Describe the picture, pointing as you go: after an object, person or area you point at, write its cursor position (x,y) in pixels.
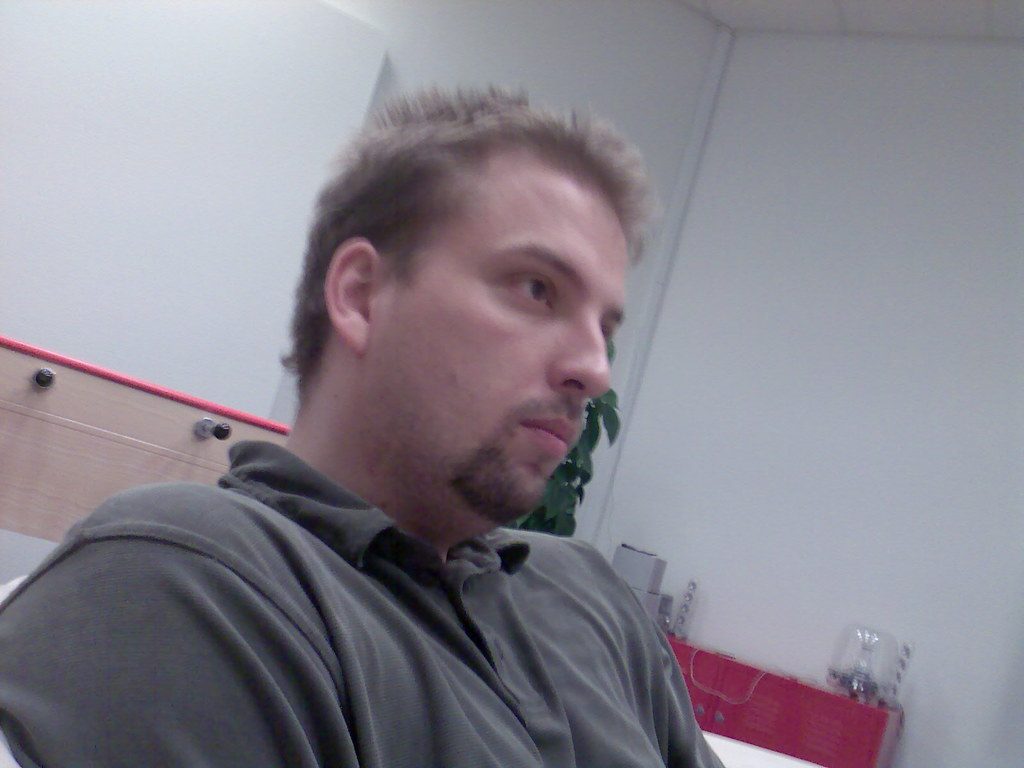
In this image we can see a person (417,640). There are few objects (759,713) at the right side of the person (333,720). There is a wooden object (144,453) behind a person (543,473).
